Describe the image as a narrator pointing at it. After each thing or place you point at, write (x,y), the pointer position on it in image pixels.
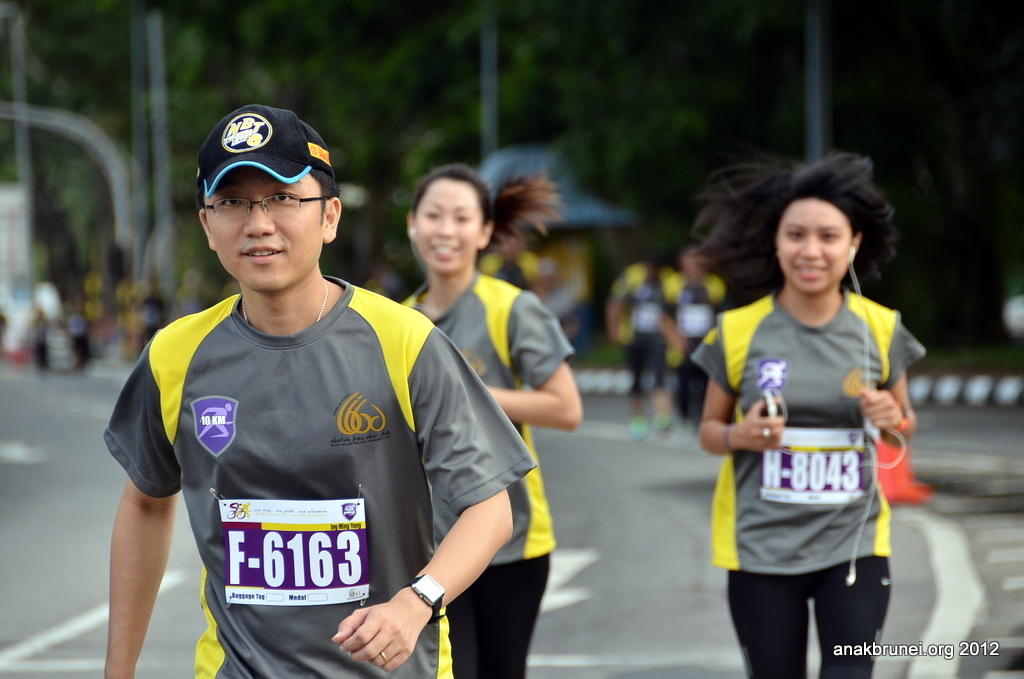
In this picture we can see a few people (516,532) on the road (58,494). We can see some text (916,648) and numbers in the bottom right (947,652). There are a few poles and trees (536,111) visible in the background (483,104). Background (12,328) is blurry.
